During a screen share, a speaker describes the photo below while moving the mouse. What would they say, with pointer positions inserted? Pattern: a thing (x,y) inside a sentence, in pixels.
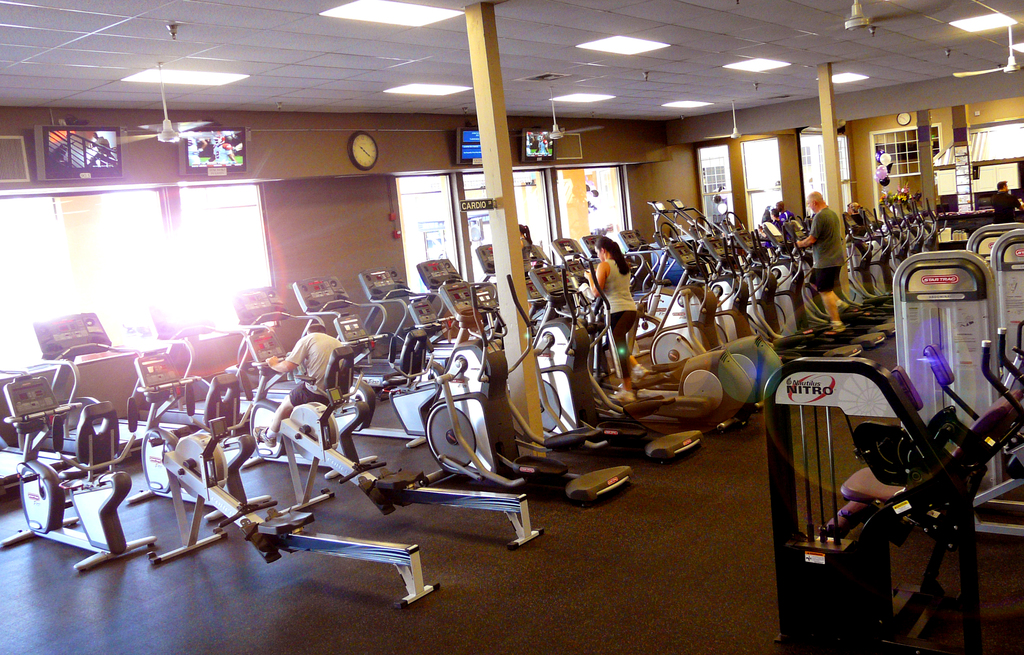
In this image we can see exercise machines (437,332). Also there are few people (831,258). And there are pillars (923,126). On the ceiling (264,79) there are fans (858,20) and lights (610,42). In the back (910,155) there are windows (431,226). On the wall (173,159) there are screens (201,144) and clocks (904,114). Also there are few other items (887,155).
